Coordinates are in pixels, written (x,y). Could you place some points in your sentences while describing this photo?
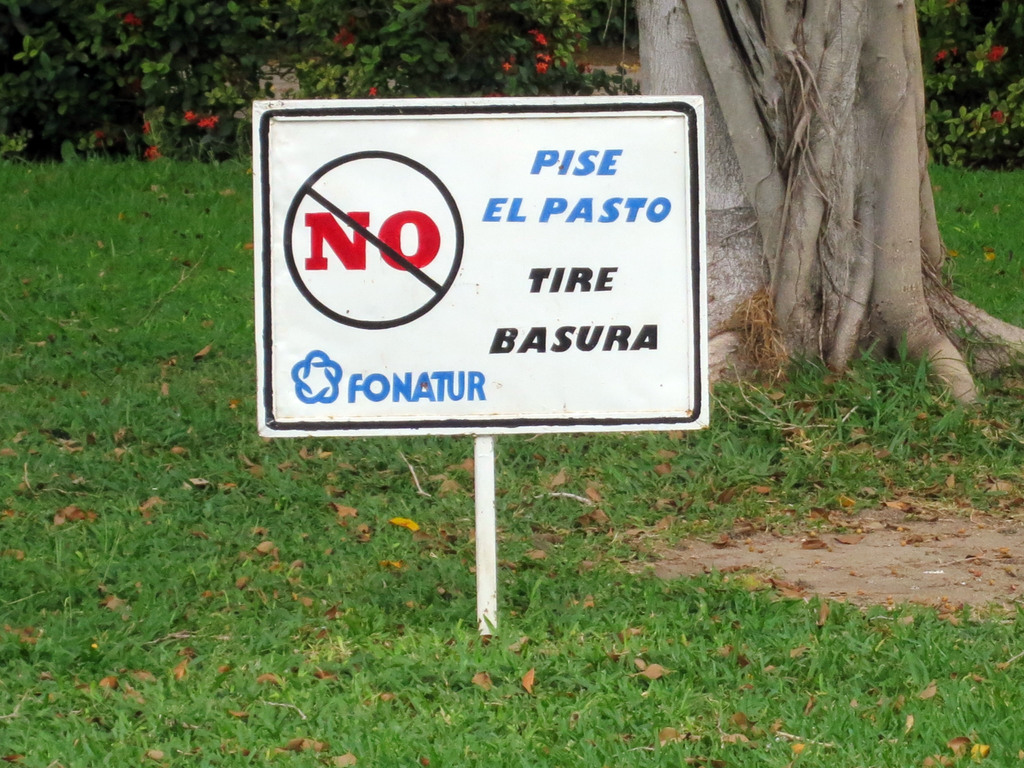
In the picture I can see a board (256,300) which is inside ground (515,540) and there are some words (380,251) written on it and in the background of the picture (149,64) there are some plants (116,50), grass (1,420) and trunk (756,177) of a tree (798,252).
